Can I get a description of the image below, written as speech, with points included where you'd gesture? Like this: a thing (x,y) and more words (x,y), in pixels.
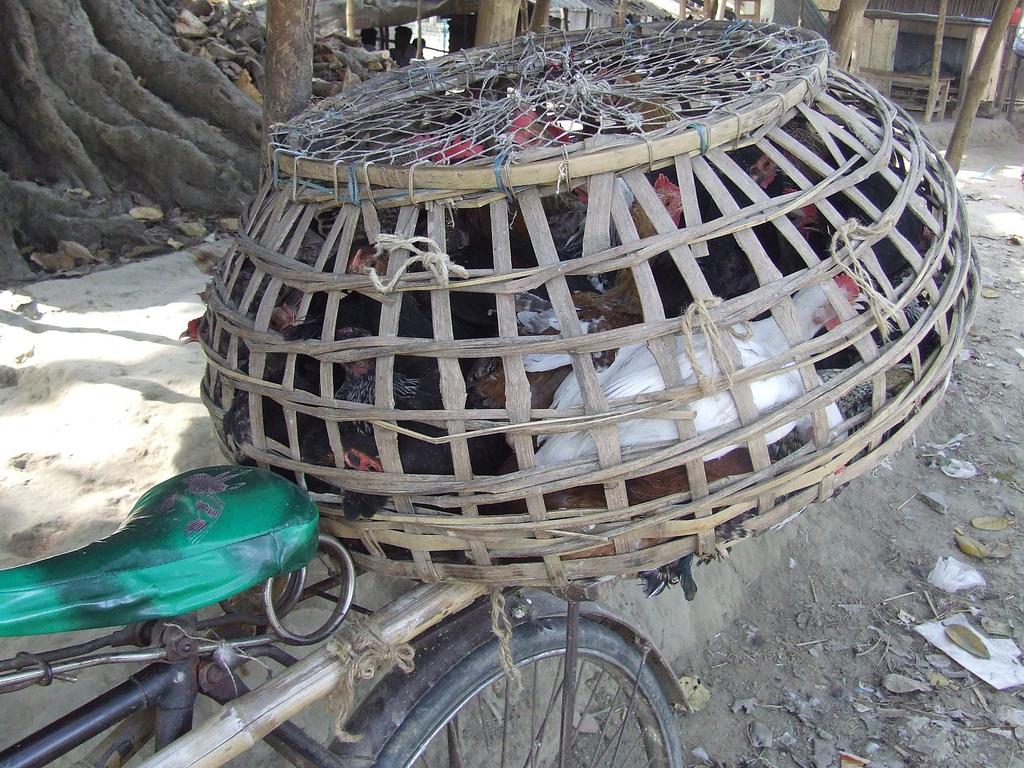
In the center of the image (517,297) we can see hens (892,257) under the basket (549,277). In the background (841,43) we can see tree (68,95) and house (865,42). At the bottom (420,633) we can see cycle (175,646).
